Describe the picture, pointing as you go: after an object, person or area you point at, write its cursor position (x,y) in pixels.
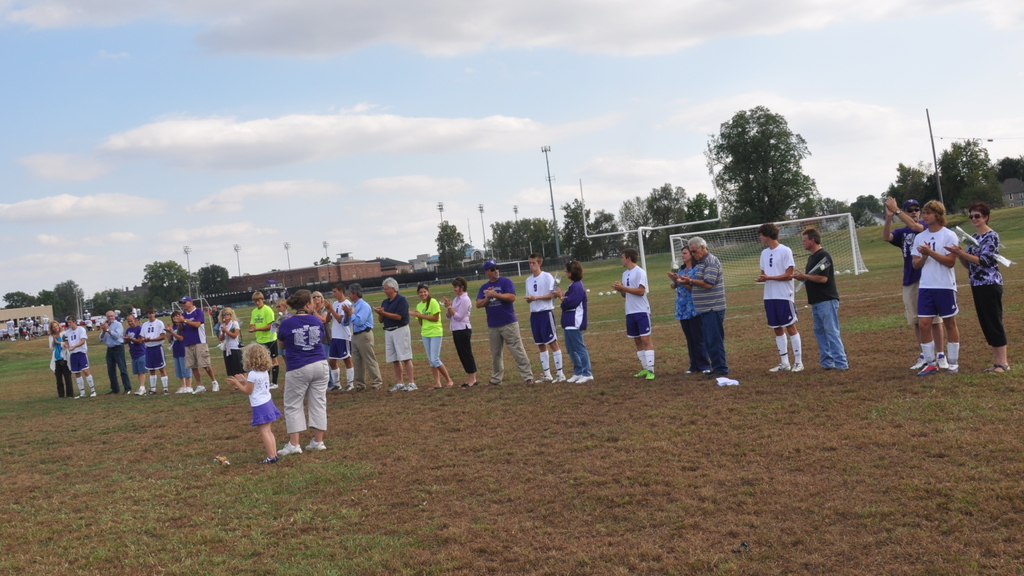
There are people (522,341) standing in the foreground area of the image (477,353) on the grassland (668,359), there are poles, trees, houses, net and sky (597,99) in the background area (512,132).
